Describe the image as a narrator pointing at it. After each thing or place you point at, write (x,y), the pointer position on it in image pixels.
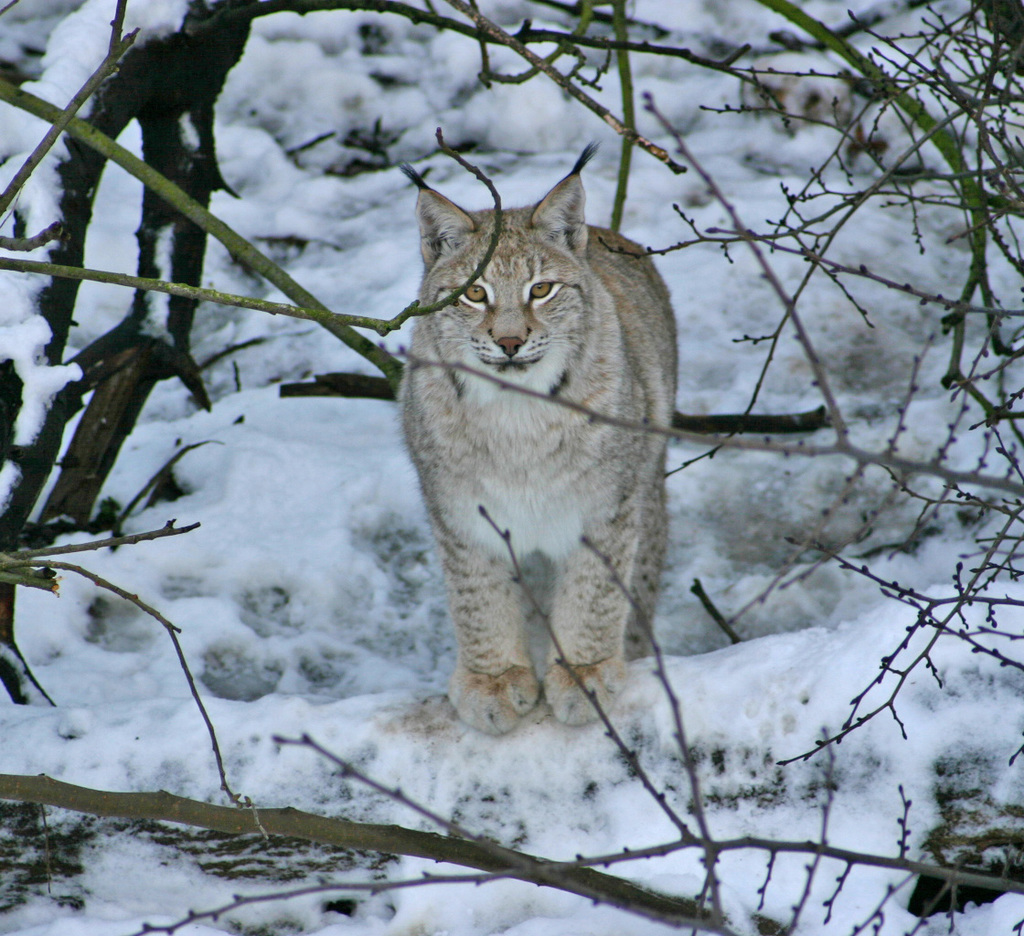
In this image, we can see a cat (560,524) is standing on the snow (574,728). Here there are few tree stems (173,184) and snow (164,920).
